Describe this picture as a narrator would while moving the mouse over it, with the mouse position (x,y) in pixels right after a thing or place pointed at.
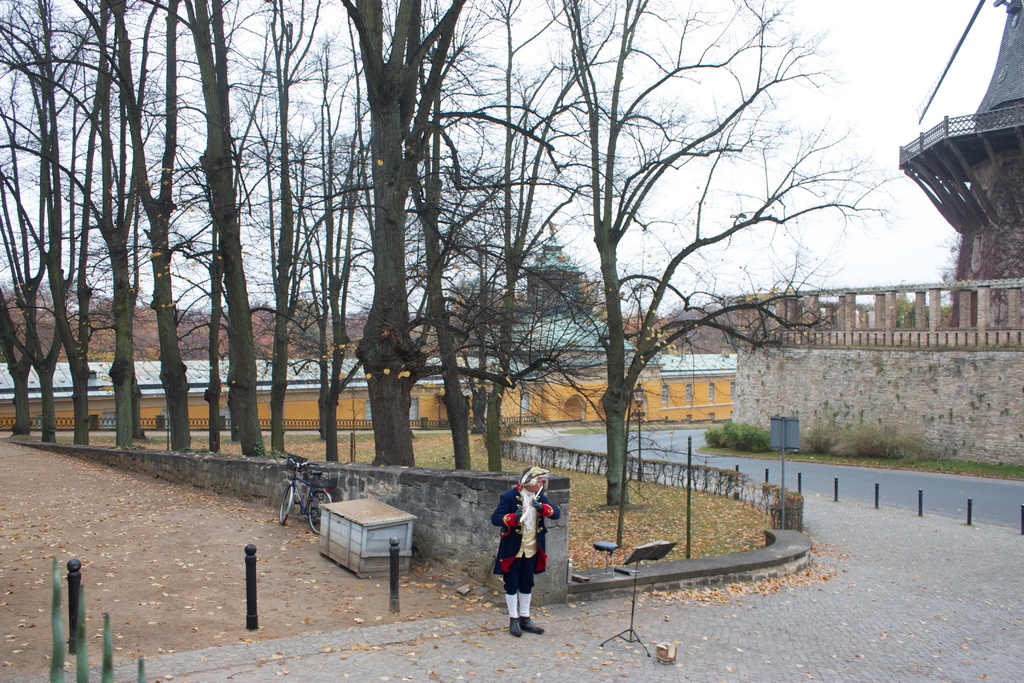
In the middle of the image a man (499,526) is standing and playing a musical instrument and there is a music stand (634,578) and chair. Behind the person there is a wall (270,473) and bicycle (283,507) and box (360,541) and fencing (550,457). In the middle of the image (666,414) there are some trees (494,396) and buildings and poles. At the top of the image (568,213) there is sky (568,213).
